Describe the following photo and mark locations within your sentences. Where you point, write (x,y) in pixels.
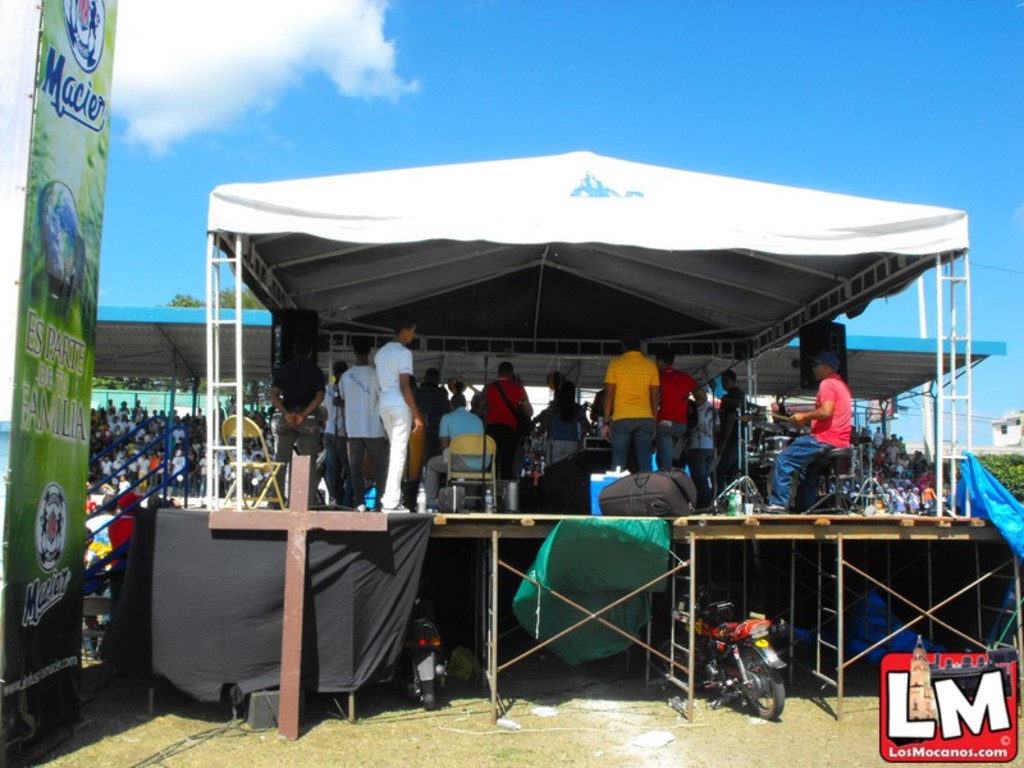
In this image we can see a stage (691,462). On the stage (479,435) there are many people (501,391). Some are sitting on chairs (489,450). Some are standing. Below the stage (372,551) there are motorcycles (711,642). And there are iron rods (627,596). On the left side (57,472) there is a banner (70,438). In the background (123,306) there is a shed (183,337). And we can see many people (134,446). Also there are railings (169,442). In the background (205,297) there are trees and sky (373,66) with clouds (316,70). In the right bottom corner (952,705) something is written.
